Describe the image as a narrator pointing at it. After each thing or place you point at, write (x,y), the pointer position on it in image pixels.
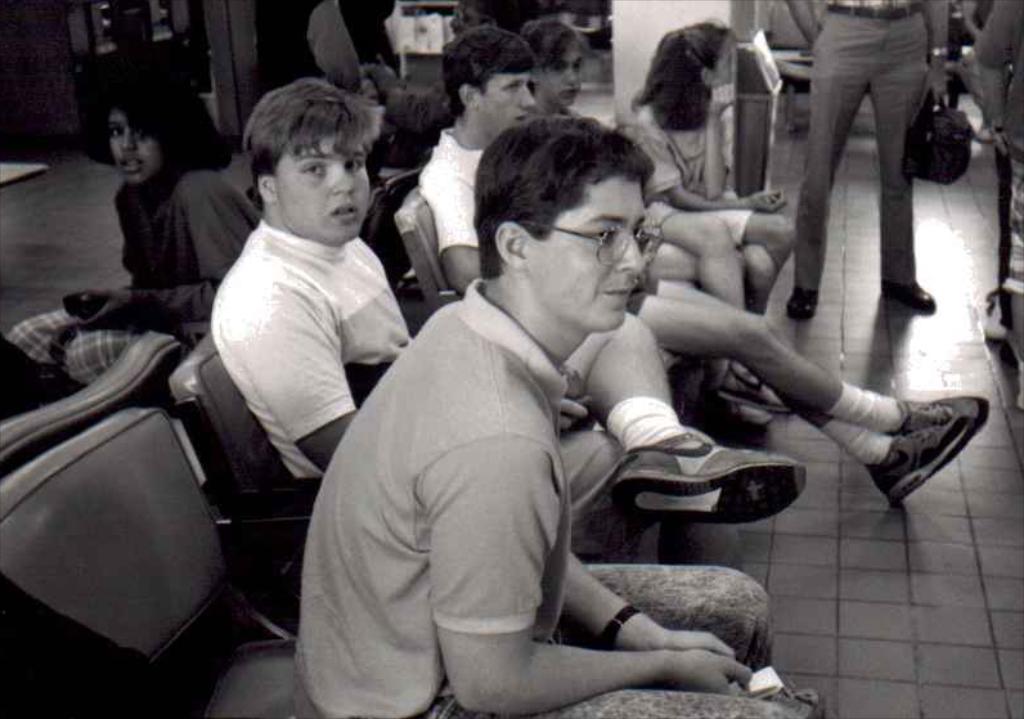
This is the black and white image where we can see these people (469,275) are sitting on chairs (6,433) and these people (897,24) are standing on the floor (1022,407).
